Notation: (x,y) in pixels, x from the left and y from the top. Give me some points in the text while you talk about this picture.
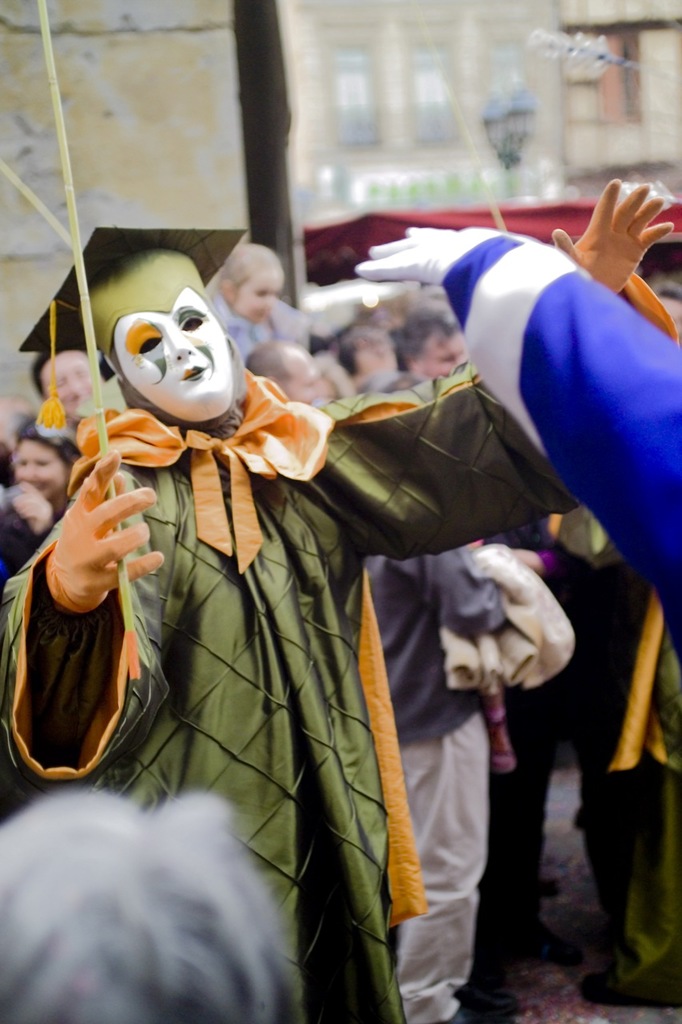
In the picture there are two people (314,473) wearing different costumes (205,478) and performing some action and around them there is a crowd (337,362) watching the performance.
